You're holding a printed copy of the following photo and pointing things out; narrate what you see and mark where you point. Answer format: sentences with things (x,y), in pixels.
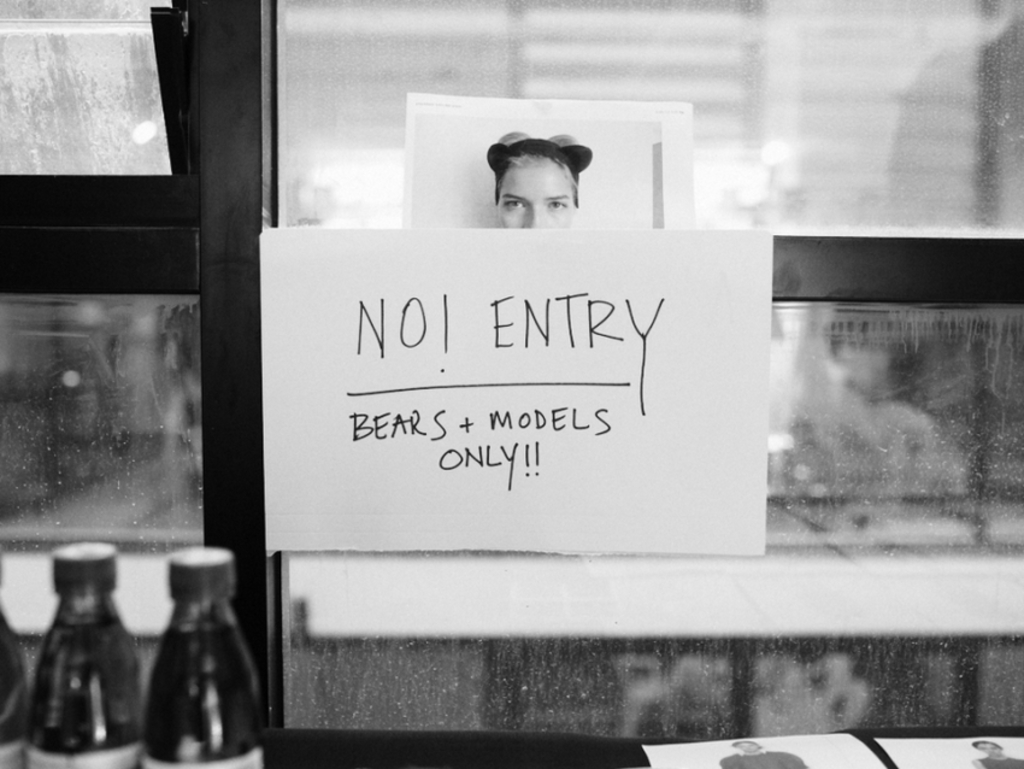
In this image i can see a board (703,383) few bottles (199,646) at the background (251,352) i can see a window (274,126).
